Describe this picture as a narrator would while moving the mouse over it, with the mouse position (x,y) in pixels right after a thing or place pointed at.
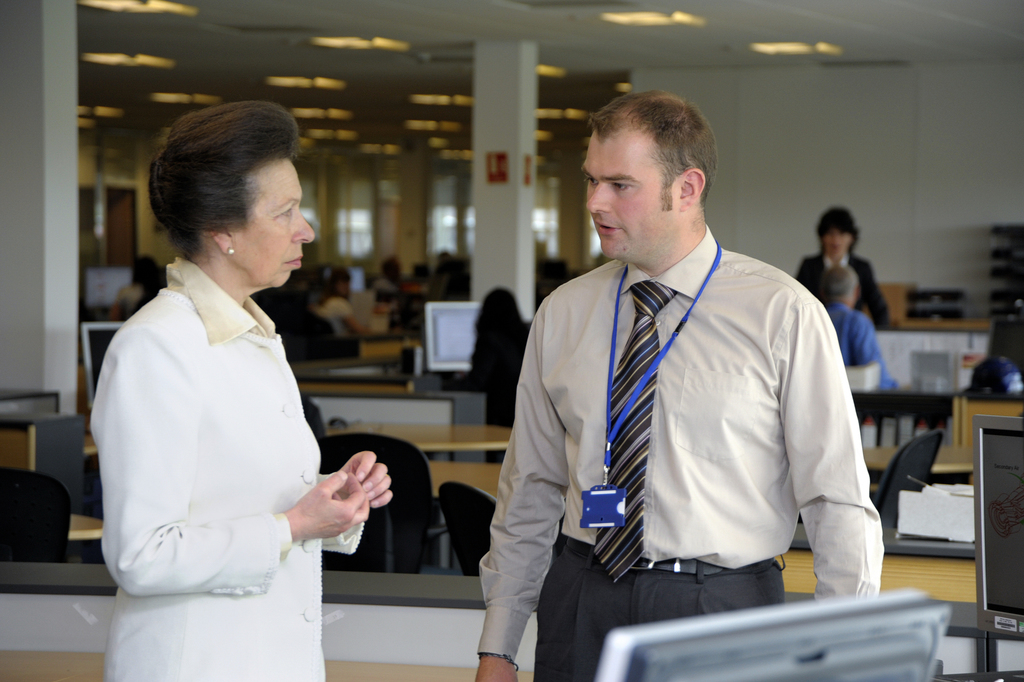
This picture is clicked inside. On the right (740,298) there is a man (602,351) wearing shirt (669,323), tie (644,412) and standing on the ground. On the left (233,282) there is a person (235,325) wearing white color dress (209,556) and standing and we can see the chairs (357,564) and tables (939,455) on the top of which there are some items (467,350). In the background (503,200) we can see the pillars (507,134), wall (729,104), roof (678,45), ceiling lights (773,46) and group of persons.
